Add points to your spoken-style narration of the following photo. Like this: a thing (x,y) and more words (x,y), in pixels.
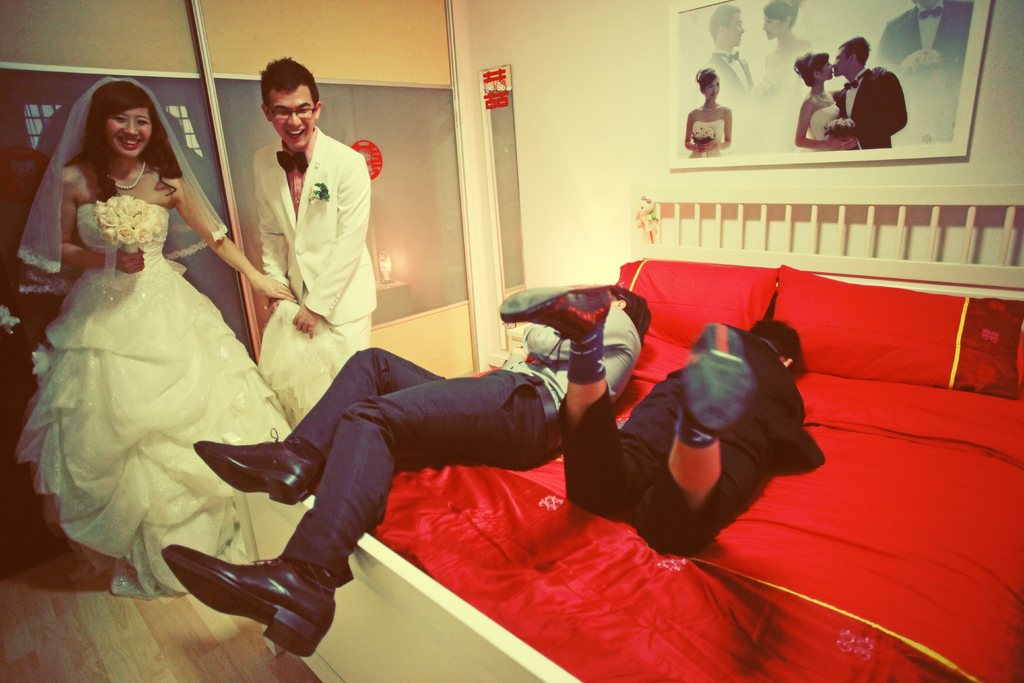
In this image two persons (574,358) are lying on bed (559,549). The bed (768,511) is having red bed cover (581,544). Beside the bed (717,554) a couple (352,271) is standing. They are smiling. The lady (185,178) is holding bouquet (141,209). On the wall (571,158) a photo frame (770,30) is there.
